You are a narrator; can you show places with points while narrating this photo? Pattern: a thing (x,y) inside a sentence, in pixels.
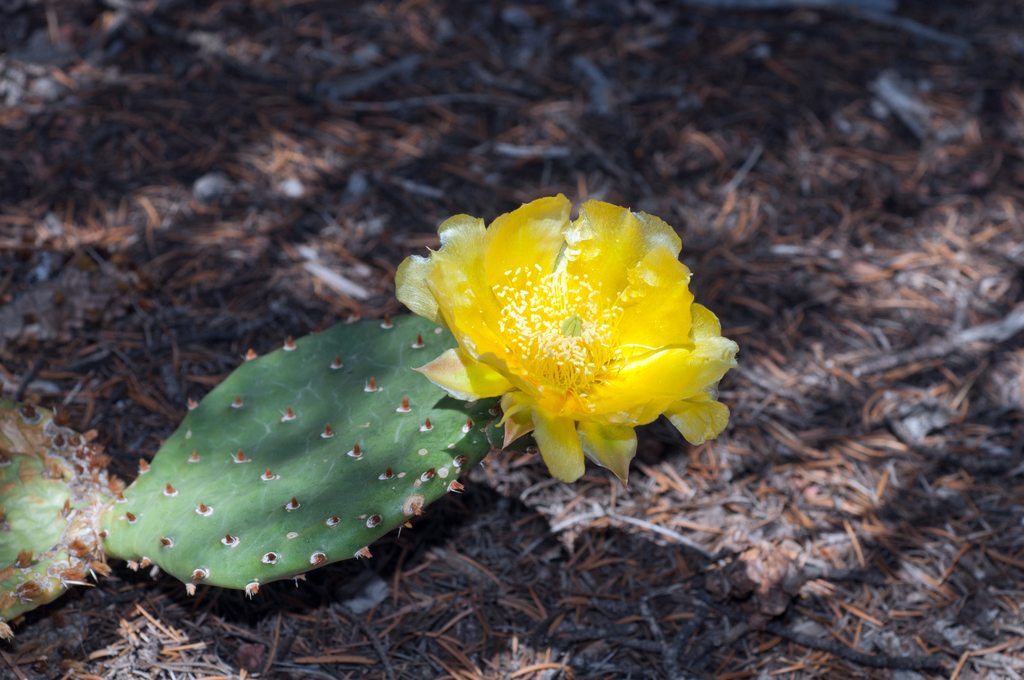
The picture consists of dry leaves (616,593), cactus plant (480,414) and flower (549,291). At the top (433,86) it is blurred.
